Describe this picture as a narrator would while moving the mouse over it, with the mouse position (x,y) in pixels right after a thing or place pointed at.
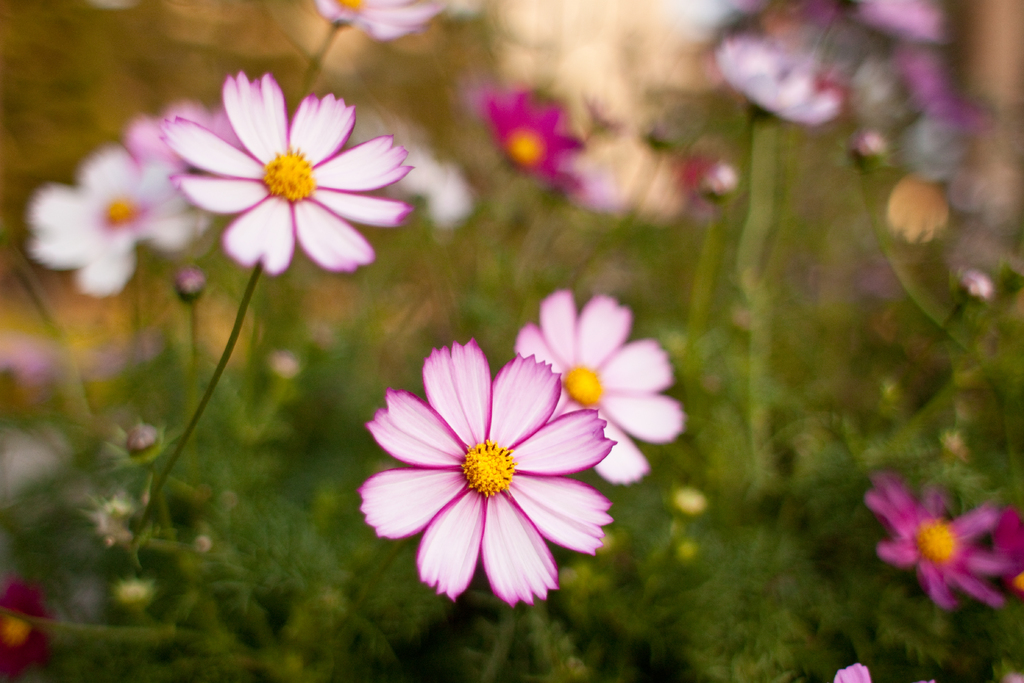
There are flowers (120,224) and the background (827,152) is blurred.
